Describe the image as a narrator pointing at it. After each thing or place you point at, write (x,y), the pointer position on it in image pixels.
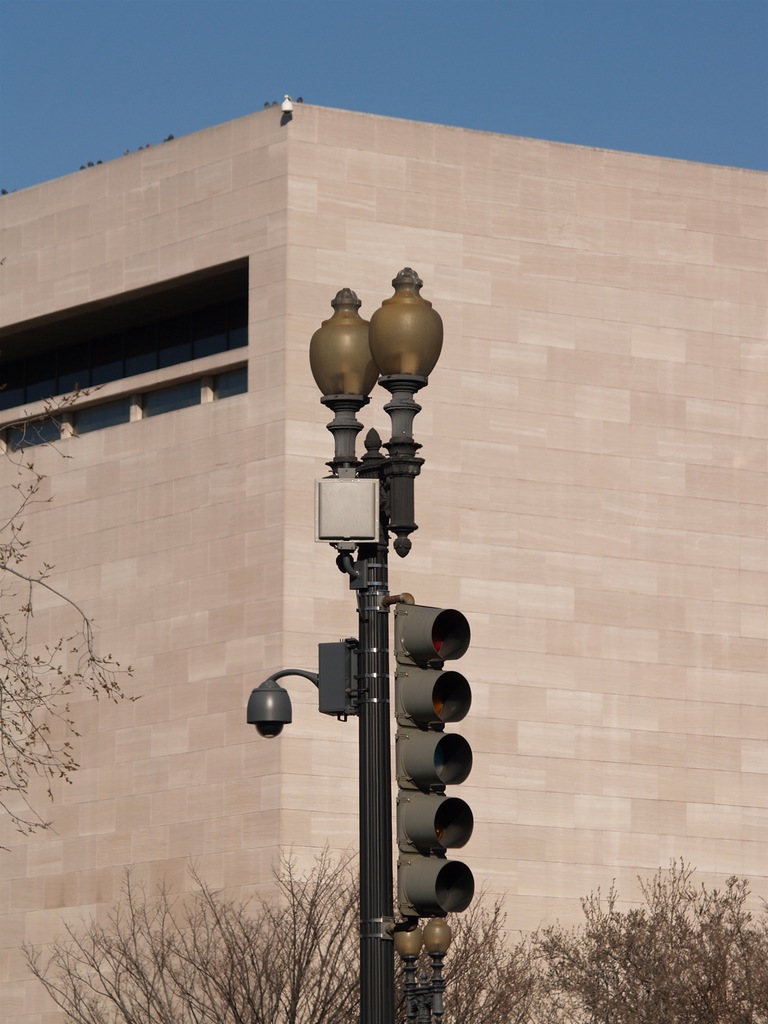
In this picture there is a black pole (359,670). On the pole (383,1010) we can see traffic signal (415,811), light (407,476), camera (286,717) and speaker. On the bottom (720,989) we can see plants (213,988). In the background (498,585) there is a building (589,639). On the left (26,714) there is a tree (34,727). On the top (446,55) there is a sky (341,51).
